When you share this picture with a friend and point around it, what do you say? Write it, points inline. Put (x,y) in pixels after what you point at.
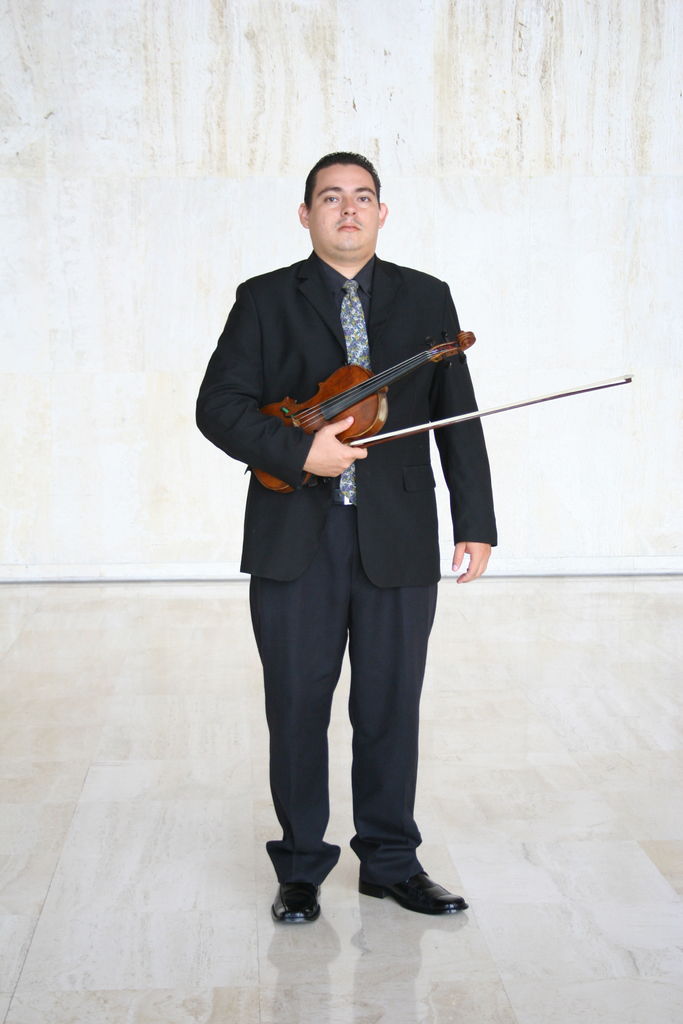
In this picture we can see a man (309,862) standing on the floor (340,915), holding a violin (374,417) in his hand (322,454). On the background (395,111) there is a wall (425,171).
